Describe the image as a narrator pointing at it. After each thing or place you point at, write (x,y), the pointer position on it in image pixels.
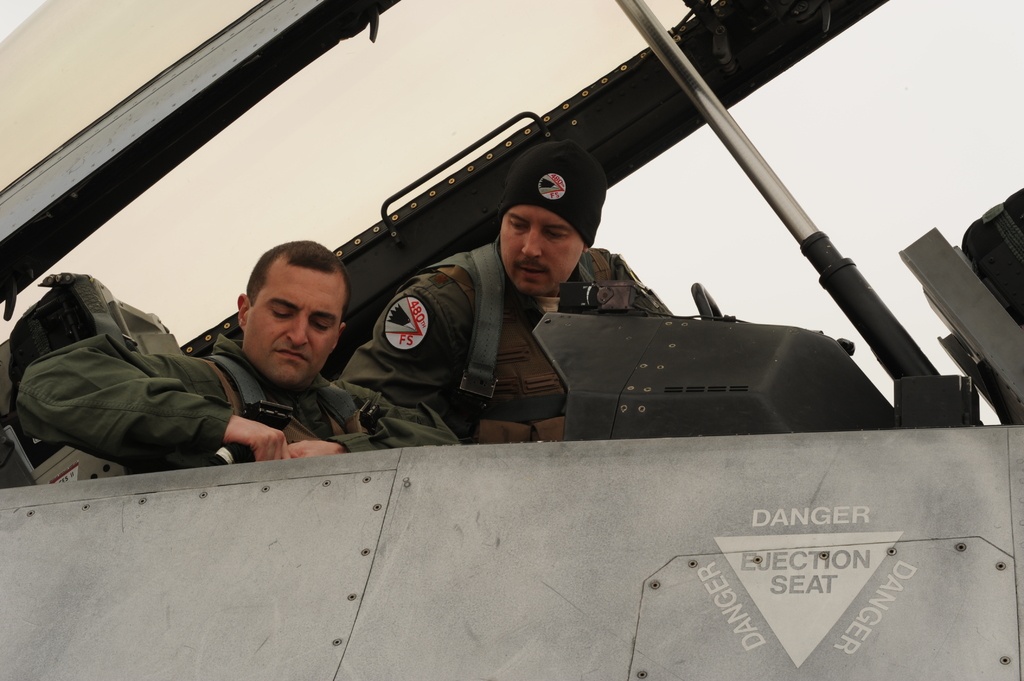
In this image we can see two persons (416,432) are sitting, they are wearing a uniform (441,434).
